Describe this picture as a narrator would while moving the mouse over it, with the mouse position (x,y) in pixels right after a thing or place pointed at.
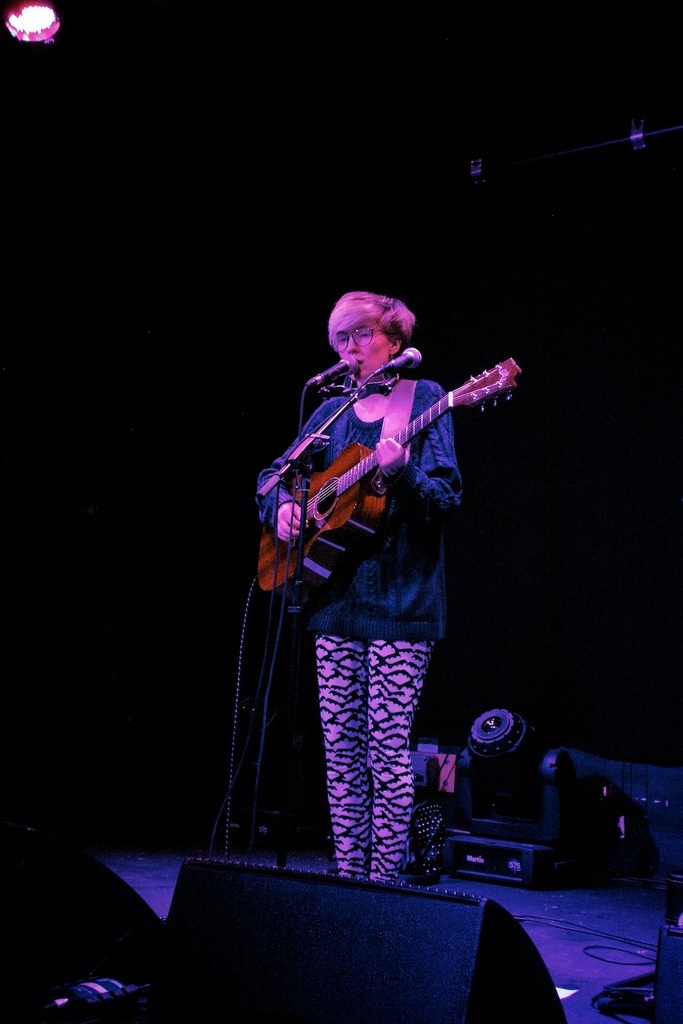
In the center of the image (415,590) we can see a person (399,576) standing and holding a guitar (371,531). There are mics (346,368) placed on the stands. At the bottom (236,905) there are speakers (350,976). In the background (516,747) there are lights (527,768).
